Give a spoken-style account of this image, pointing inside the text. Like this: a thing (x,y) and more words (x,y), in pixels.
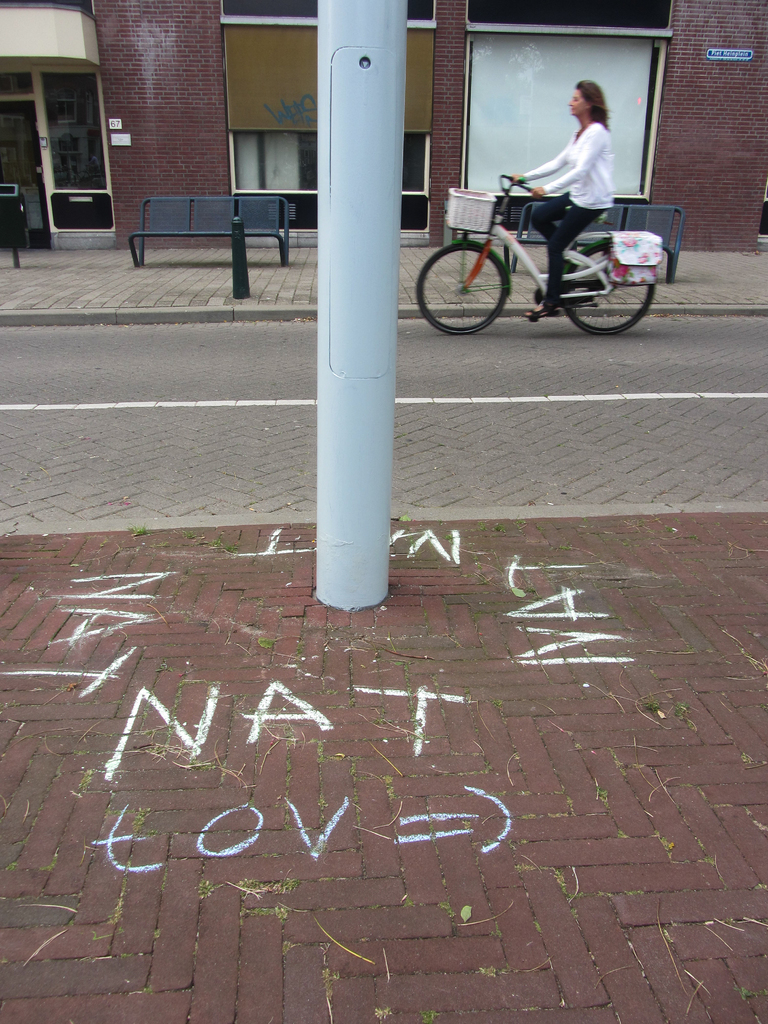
Woman (583,150) riding bicycle (579,274), this is building (149,170), bench (177,216) and in the center (364,448) pole (363,452) is there.
